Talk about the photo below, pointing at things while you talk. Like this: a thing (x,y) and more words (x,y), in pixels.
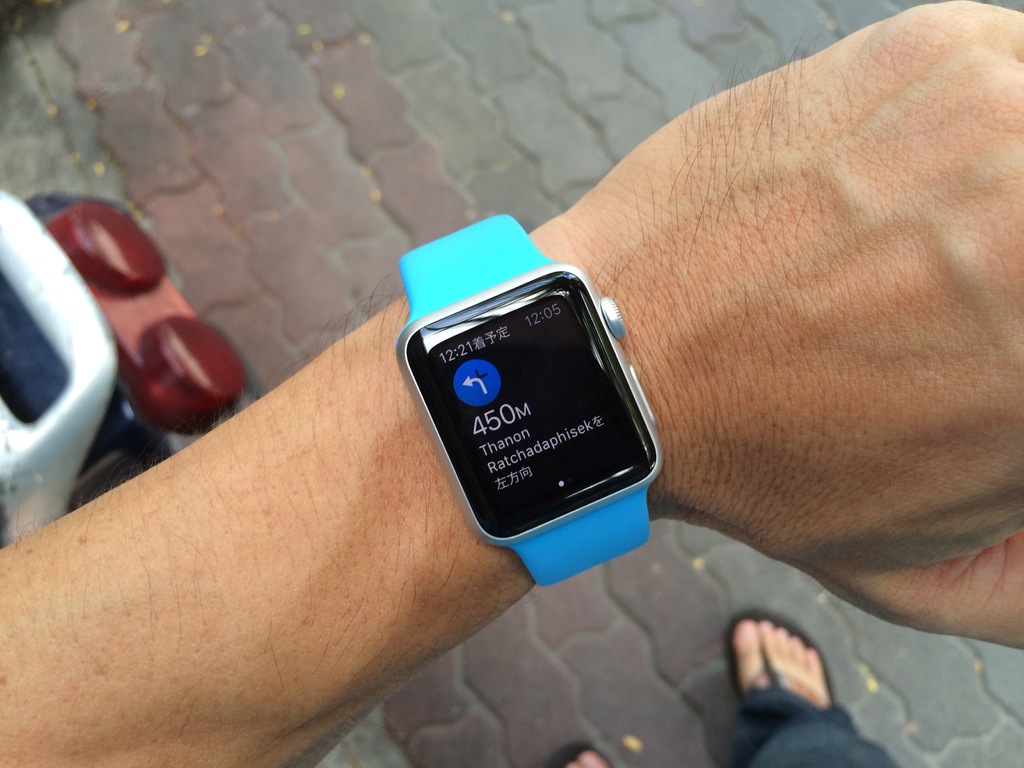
In this picture we can see a person hand (102,650) wore a watch (415,390) and below this hand (263,433) we can see an object (244,400) and legs (784,654) on the floor (376,46).
